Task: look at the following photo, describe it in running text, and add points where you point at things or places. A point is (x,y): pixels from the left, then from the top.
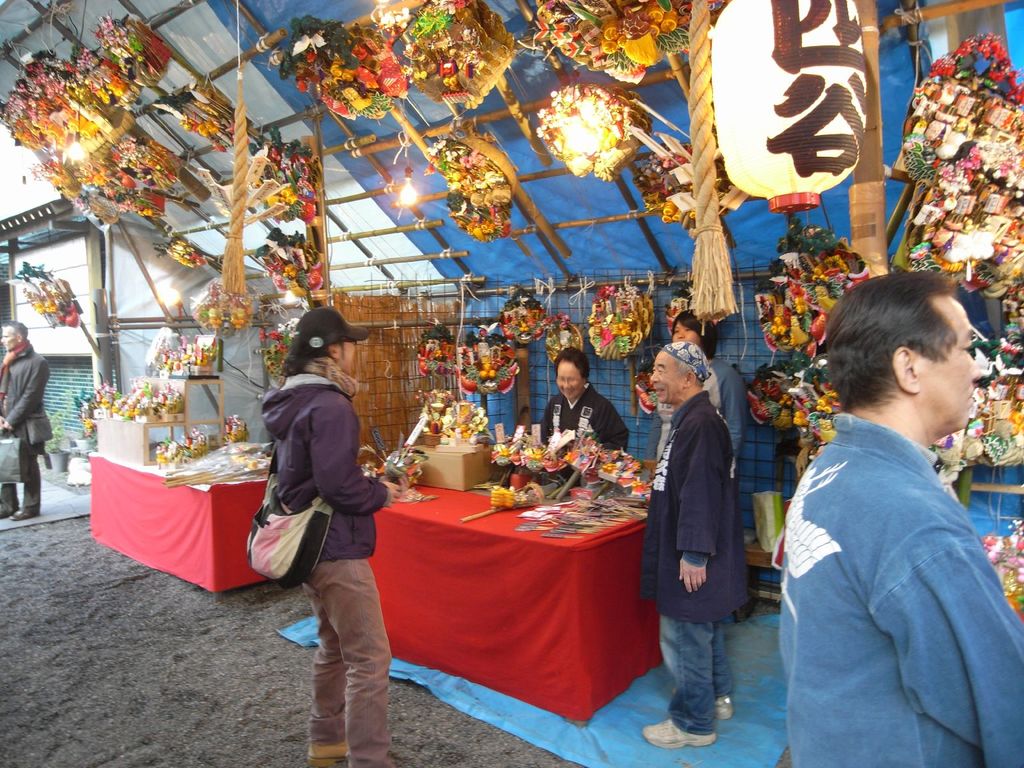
In this image under the tent (420,235) there is a flower bouquet stall (542,316). There are a few objects (576,521) on the tables (444,571) and there are few bouquets (108,53), lamps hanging from the roof (399,235). There are vendors (657,365) and customers (360,604). Beside the stall (208,289) there is a closed shutter (58,398). In front the shutter (55,414) there is a person (29,508) standing.
